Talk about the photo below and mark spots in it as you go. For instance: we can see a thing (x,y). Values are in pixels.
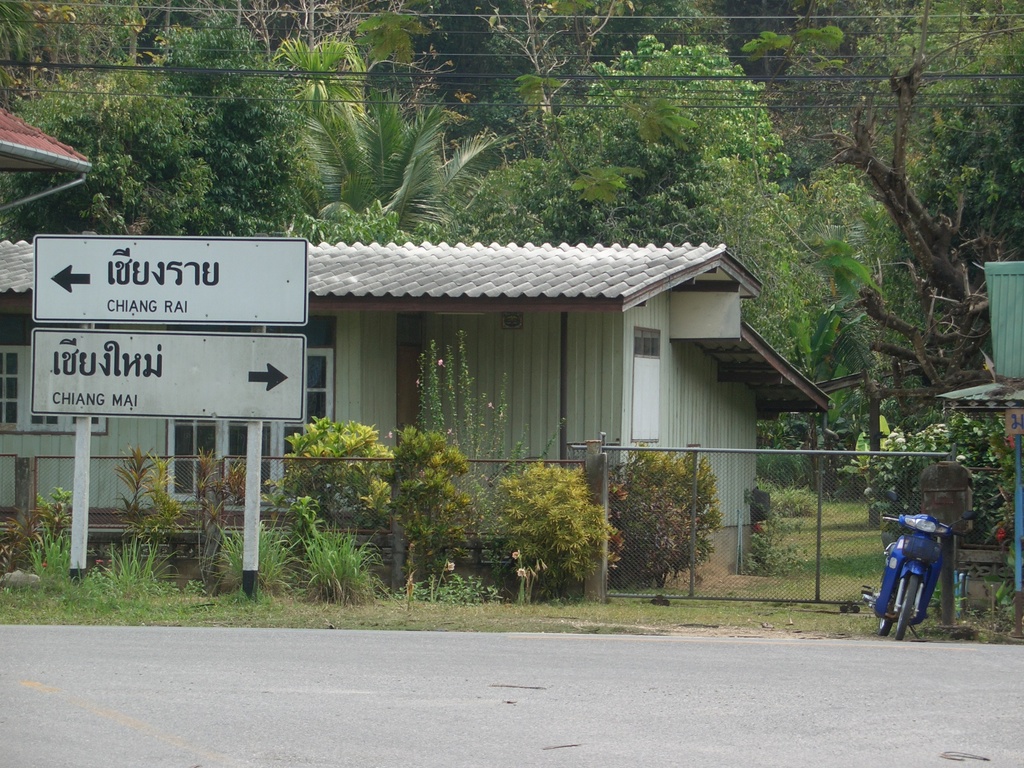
As we can see in the image there is a house (722,375), plants (568,548), grass (234,610), banner (251,346), motorcycle (920,552) and trees (632,171).
